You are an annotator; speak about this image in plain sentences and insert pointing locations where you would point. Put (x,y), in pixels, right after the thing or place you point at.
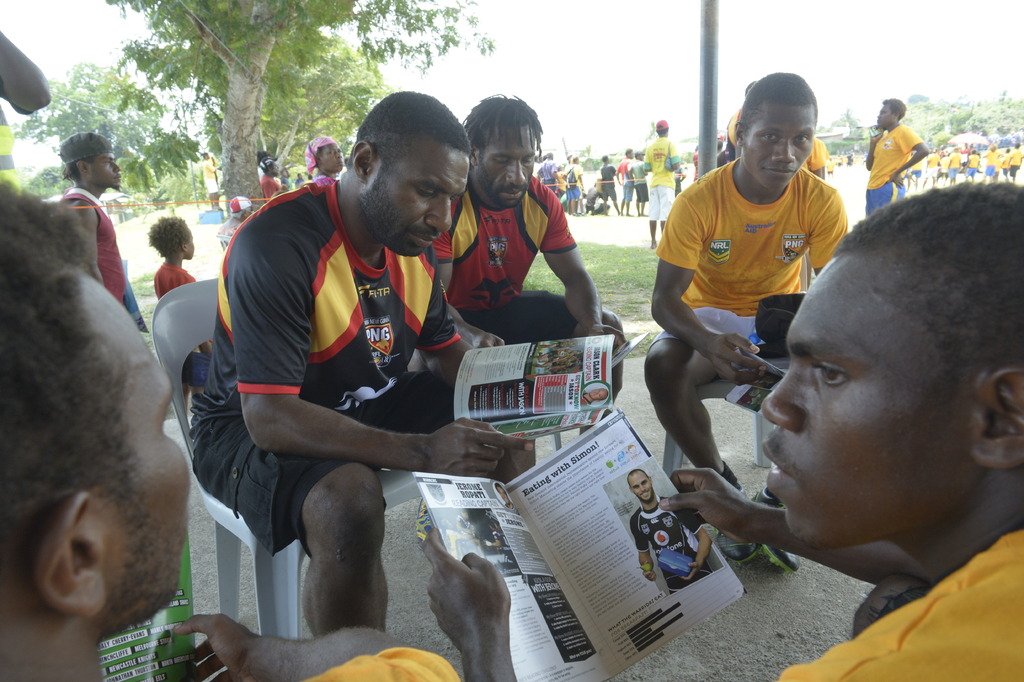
This image is taken outdoors. At the top of the image (588,68) there is the sky (577,4). In the background (248,64) there are many trees (293,125) and plants (966,116) on the ground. Many people (725,149) are standing on the ground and a few (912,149) are walking. There is a pole (710,123). On the left side of the image (35,272) there are a few men (38,388) and a man (74,389) is holding a book (180,642) in his hands (228,650). In the middle of the image (666,377) three men (685,297) are sitting on the chair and they are holding books (566,380) in their hands (619,323). On the right side of the image (863,482) a man (862,527) is holding a book (610,546) in his hands (728,499).
